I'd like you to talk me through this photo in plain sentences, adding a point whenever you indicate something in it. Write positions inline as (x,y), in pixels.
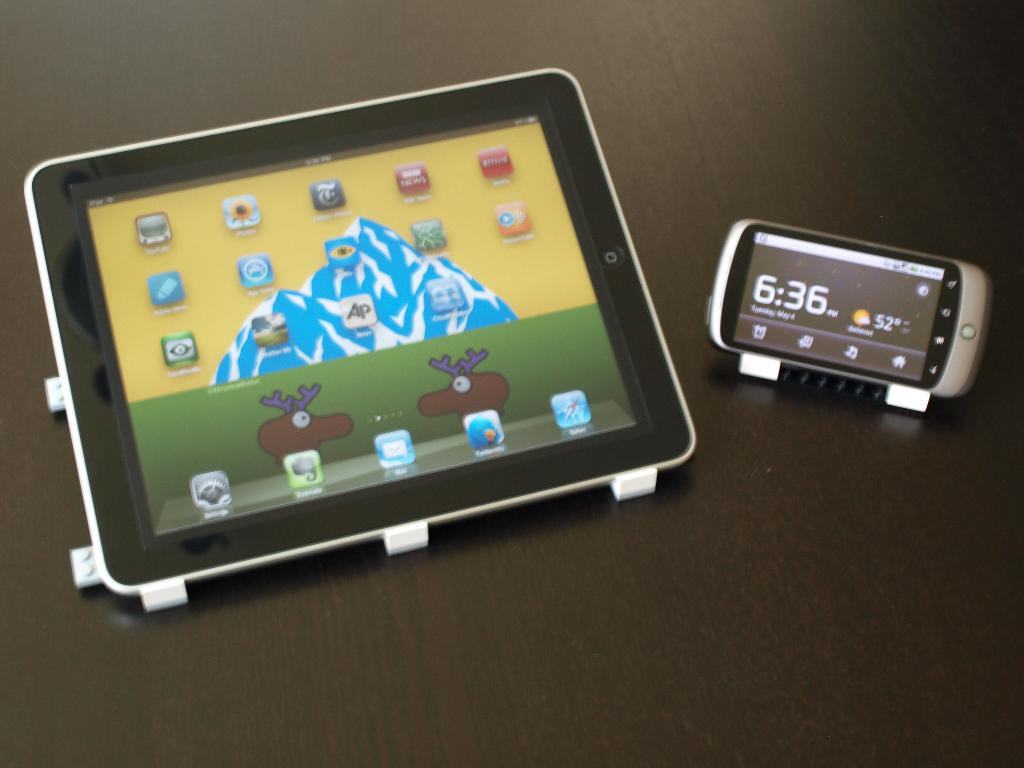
In this image we can see a tablet (578,355) and a mobile phone (768,323) on the surface (787,114), which looks like a table (765,208).
